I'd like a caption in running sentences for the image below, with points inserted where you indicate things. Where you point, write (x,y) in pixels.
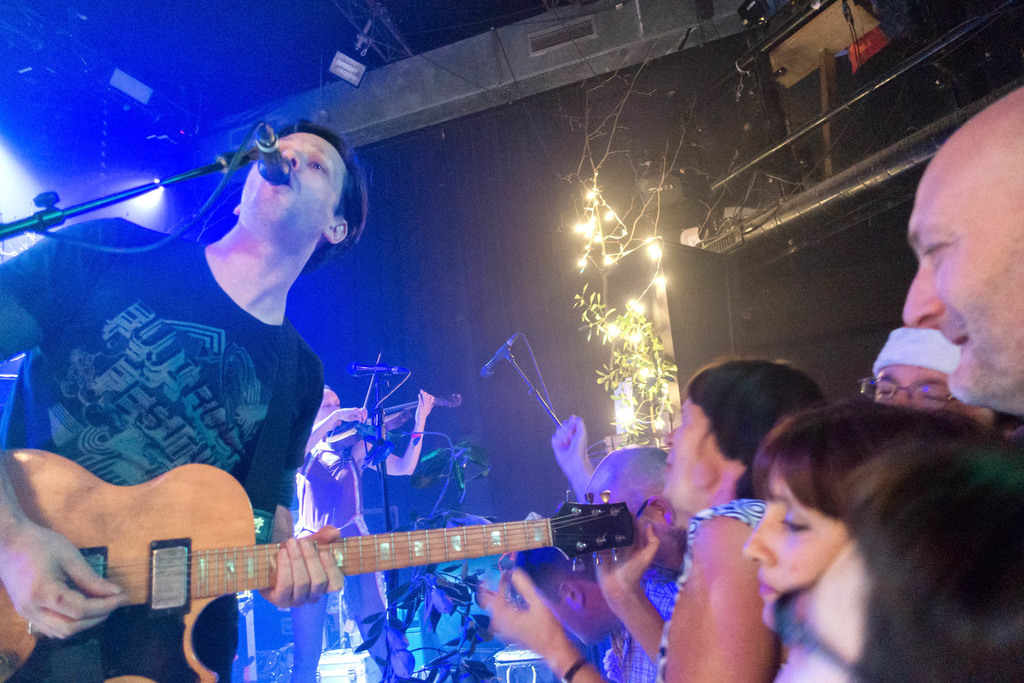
In this picture a black shirt guy (256,273) is playing a guitar (126,522) and singing with a mic (281,172) placed in front of him. We also observed spectators (595,466) cheering him in the right side of the image (927,379). In the background (614,254) we observe lights (614,335) attached to the trees (622,357) and equipment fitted to the roof (566,64).
